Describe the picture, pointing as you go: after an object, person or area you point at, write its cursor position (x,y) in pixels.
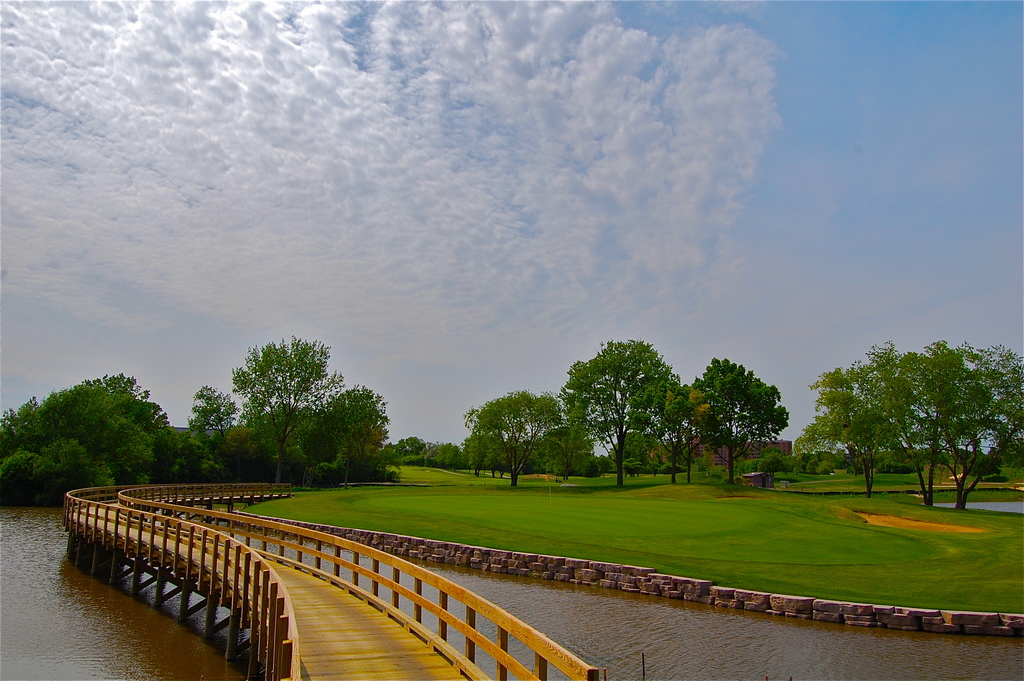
In this image we can see a wooden bridge (266,570), there are trees (288,407), grass (354,519), there is a house (735,458), also we can see the lake (59,562), and the cloudy sky (587,169).
